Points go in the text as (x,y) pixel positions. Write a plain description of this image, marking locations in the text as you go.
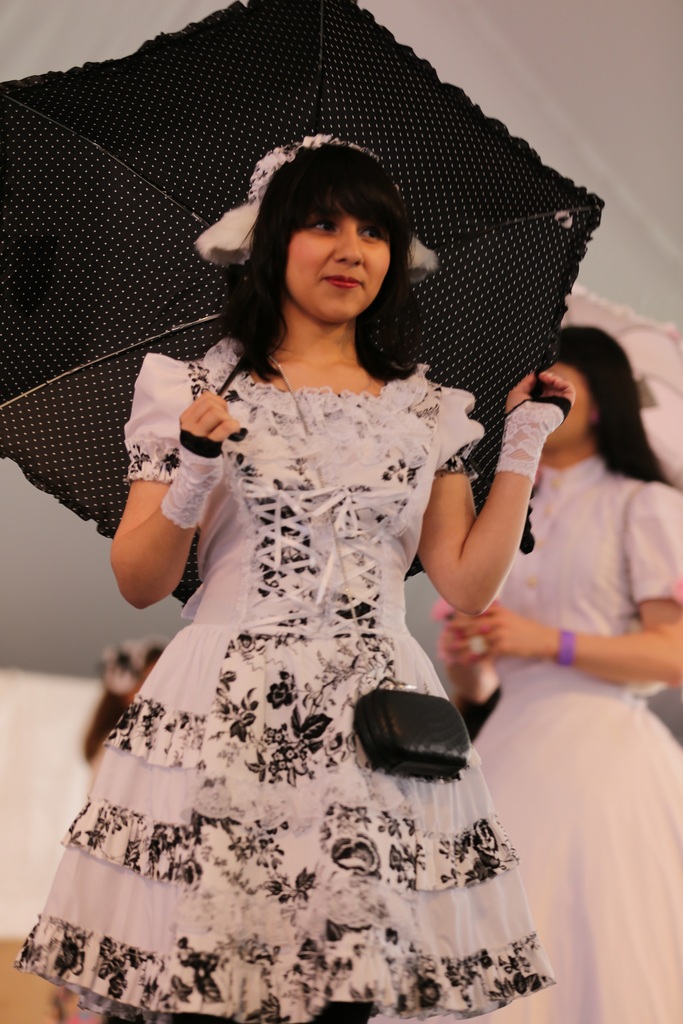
In the center of the image (334,660) there is a lady (493,580) holding a umbrella (148,76). In the background of the image (516,584) there is another lady (662,576).
